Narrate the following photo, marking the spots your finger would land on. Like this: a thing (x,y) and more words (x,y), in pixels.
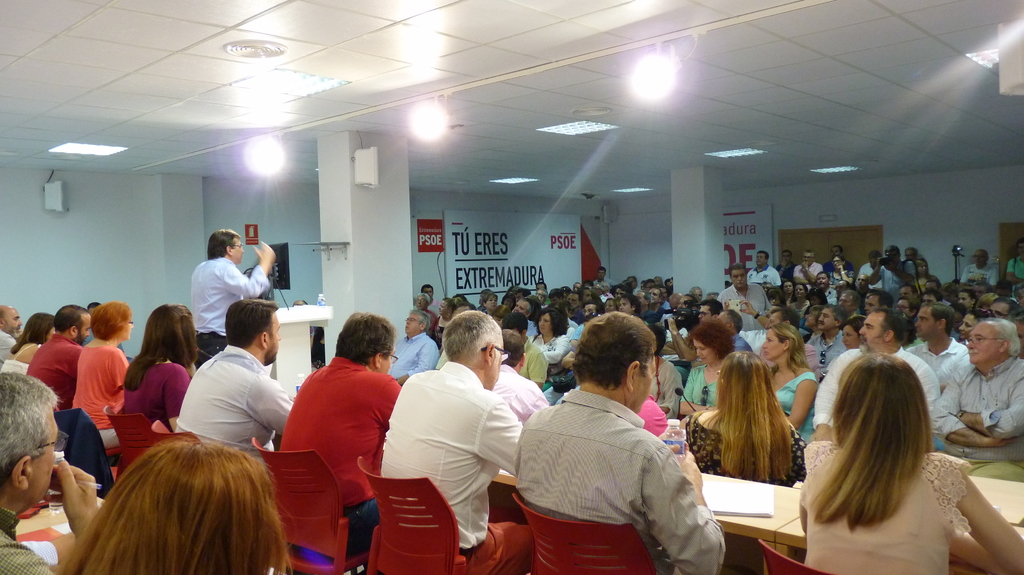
In this room (50,264) we can see few people (637,374) sitting on the chairs (436,507) at the table (728,478). On the table (776,522) we can see a book (741,504), papers (767,504) and a person (618,472) among them is holding a water bottle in his hand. On the left (217,256) a person (222,281) is standing at the podium (302,311) and there is a water bottle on the podium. In the background (656,227) there are hoardings (514,267) on the wall (939,205), lights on the rooftop (421,90) and some other objects (698,216). On the right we can see an object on a stand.
